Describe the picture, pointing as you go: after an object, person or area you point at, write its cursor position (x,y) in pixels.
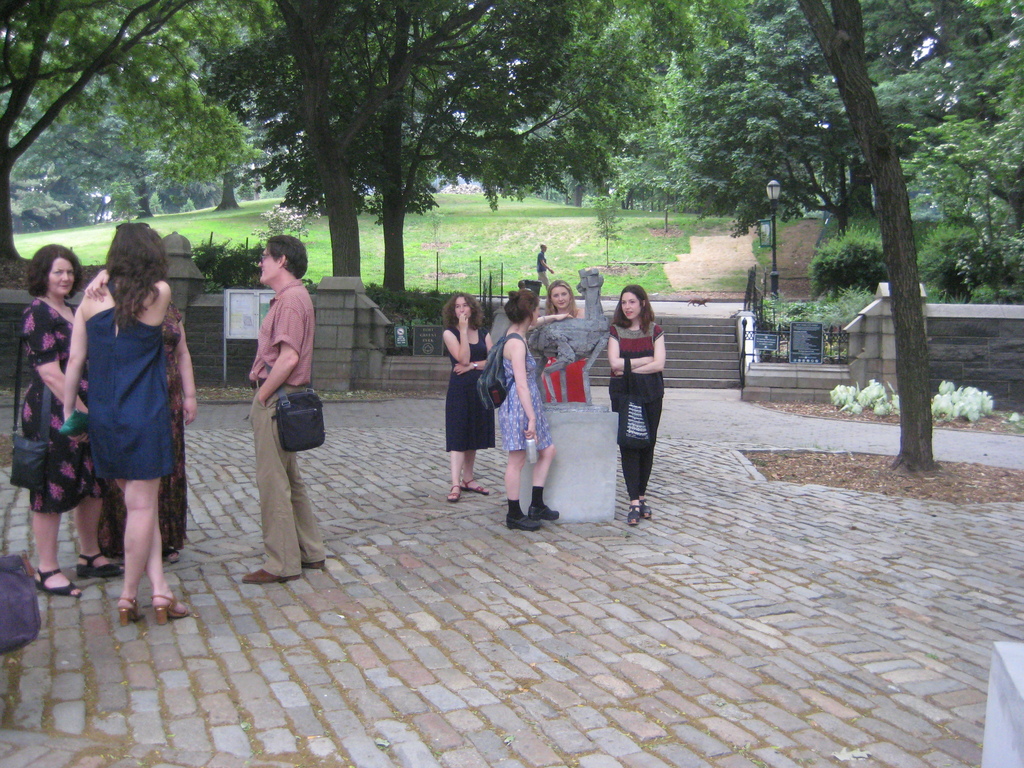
In this image there are a few people (259,408) standing on the ground (370,529). In the center (566,361) there is a sculpture (587,362) on the pillar (582,489). Behind them there are steps (707,342) and a railing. There is a board (255,325) near the wall (251,346). In the background (442,85) there are trees (408,137) and grass (467,216) on the ground (475,231).
